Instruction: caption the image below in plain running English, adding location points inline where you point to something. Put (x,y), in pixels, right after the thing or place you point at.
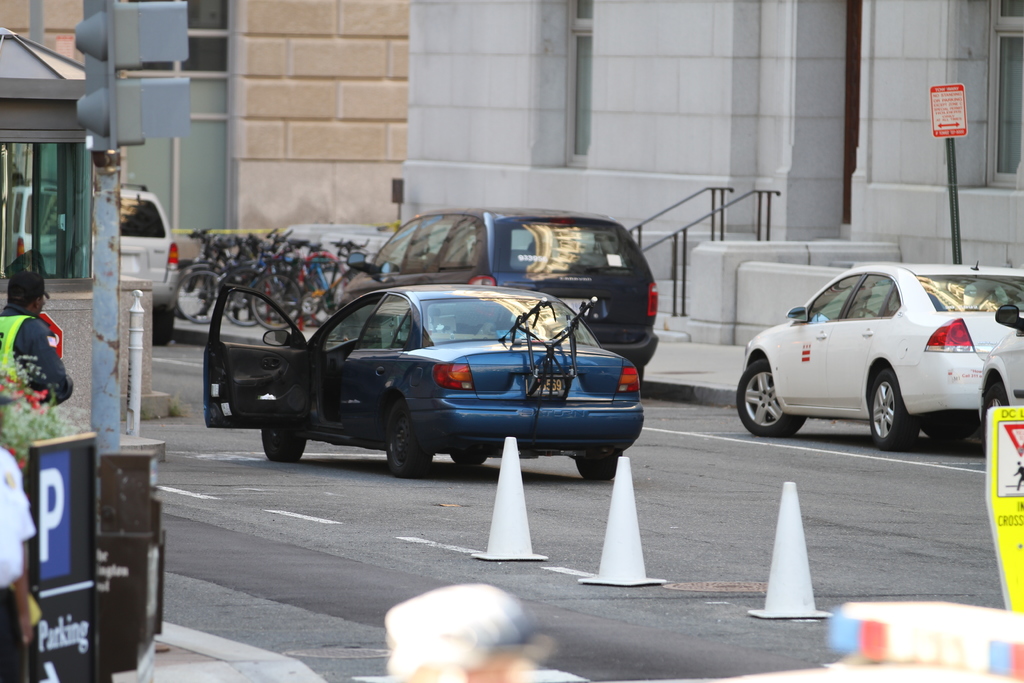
In this image we can see cars (505,320) on the road (294,600) and there are bicycles (276,287). At the bottom (758,613) there are traffic cones (508,548) and we can see people (391,629). On the left (103,41) there is a traffic pole (95,186). In the background (314,91) there are buildings (487,157).
